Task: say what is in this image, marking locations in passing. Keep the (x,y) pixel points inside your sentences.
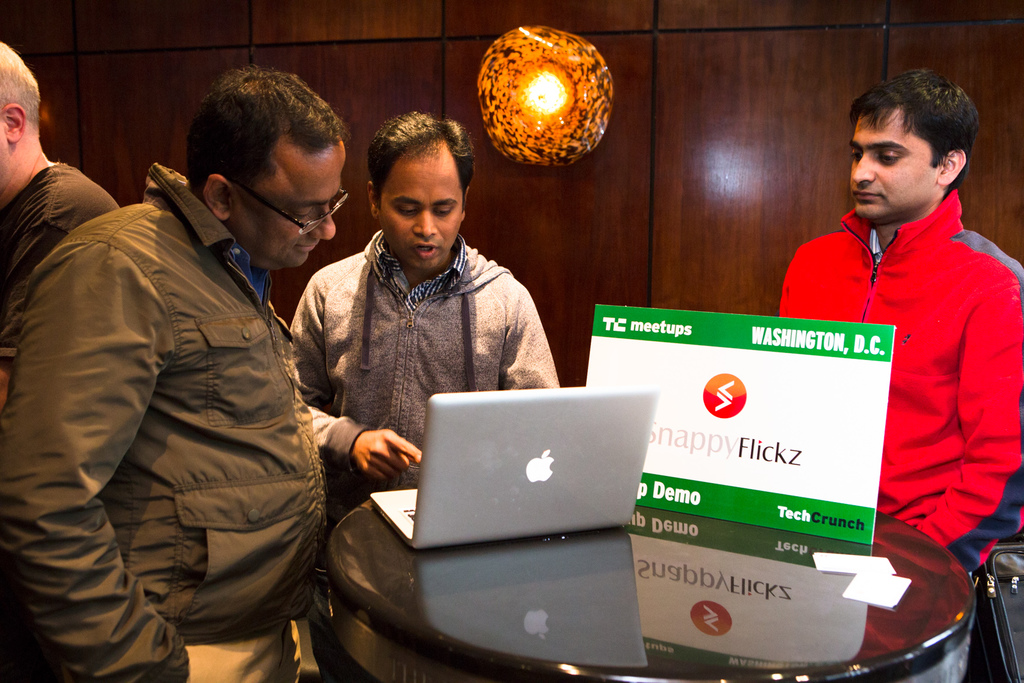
In this image there is a table (709,568) having a board (778,458), laptop (642,465) and few papers (857,564). There are people (483,324) standing. A light (572,56) is attached to the wall (682,188). Left side (288,231) there is a person (289,206) wearing spectacles (308,227). Right side (1013,608) a bag (997,626) is visible.
